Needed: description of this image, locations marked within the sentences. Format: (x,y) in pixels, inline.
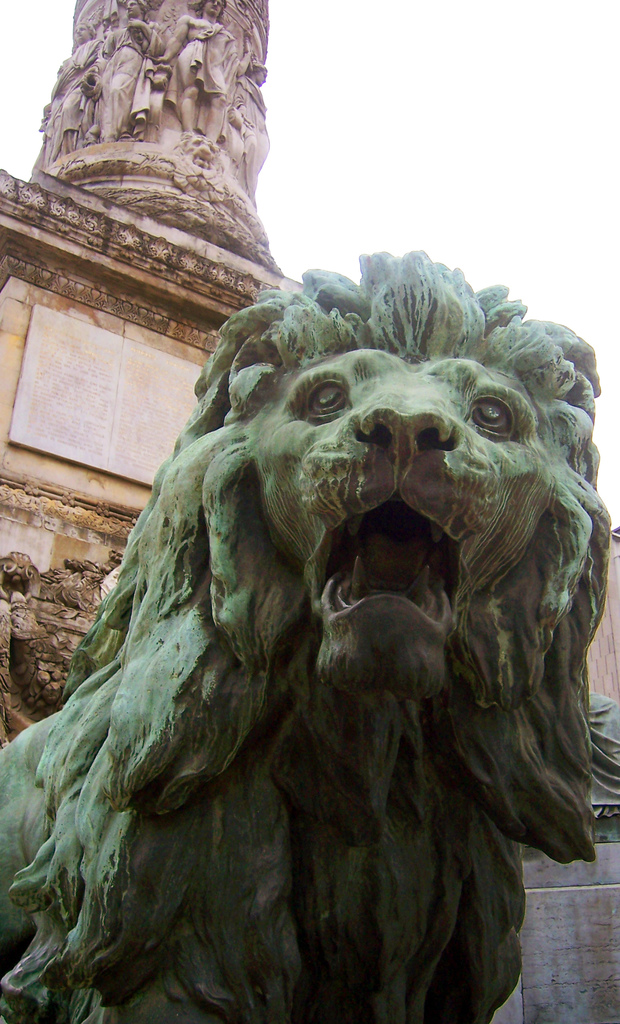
Here in this picture we can see a statue (236,445) of a lion (73,839) present over there and behind that we can see other statues (129,118) present on the wall (46,237) over there.
